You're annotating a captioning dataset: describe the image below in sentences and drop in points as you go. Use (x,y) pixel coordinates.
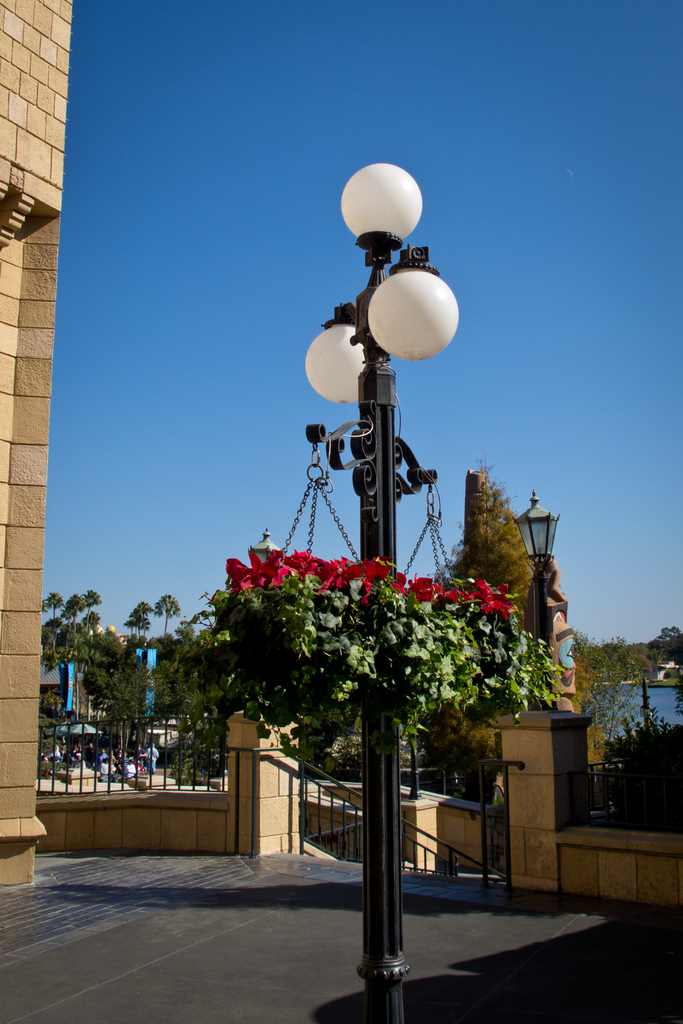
In this picture I can see lights (381,229) to the pole (344,438) and I can see couple of plants (366,649) in the pots (405,573) hanging to the pole (391,573) and I can see trees (652,814) and a building (46,407) and I can see few people (131,765) and blue sky (488,363) and looks like water (652,699) at the bottom right corner (659,689).
